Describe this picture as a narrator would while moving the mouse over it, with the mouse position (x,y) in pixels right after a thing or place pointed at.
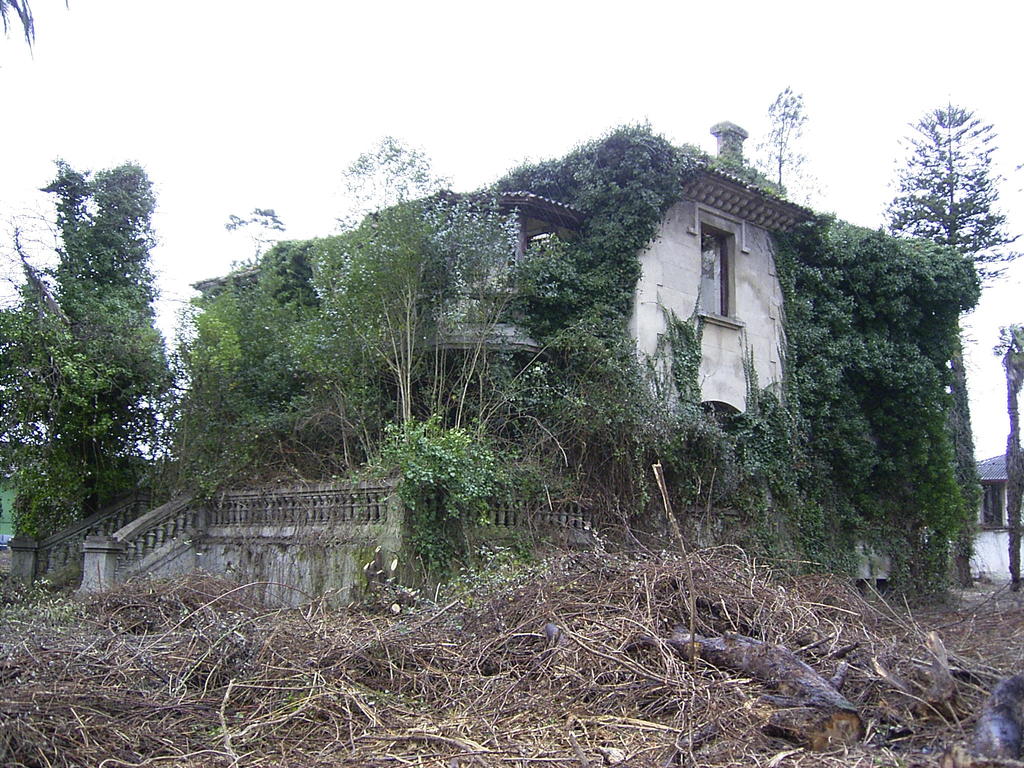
In this image there is one building (741,401) in middle of this image (489,336). there are some trees (338,355) around to this building (515,432) and there is a sky (755,61) at top of this image (577,27).
